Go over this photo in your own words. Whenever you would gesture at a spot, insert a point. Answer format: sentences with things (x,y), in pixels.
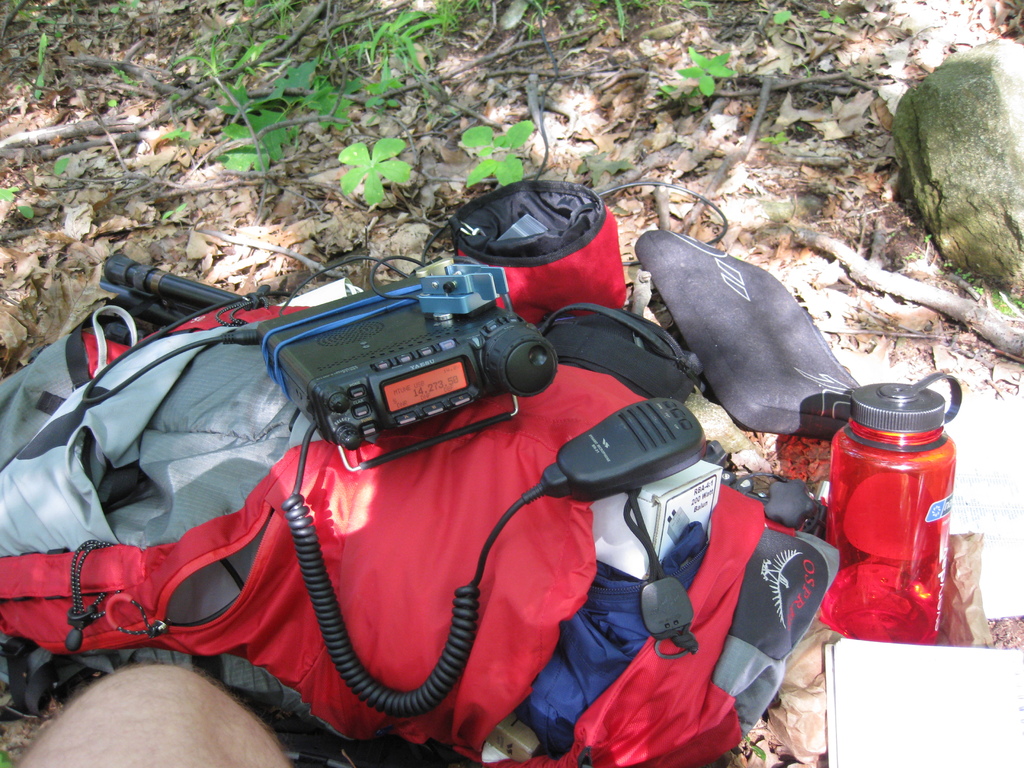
In this image, we can see bags (537,414), a bottle (916,547) and there are some other objects (407,334) and papers (847,647) and there is a person (179,696) and a rock (953,167). In the background (482,110), there are leaves (214,164) on the ground (171,151).
